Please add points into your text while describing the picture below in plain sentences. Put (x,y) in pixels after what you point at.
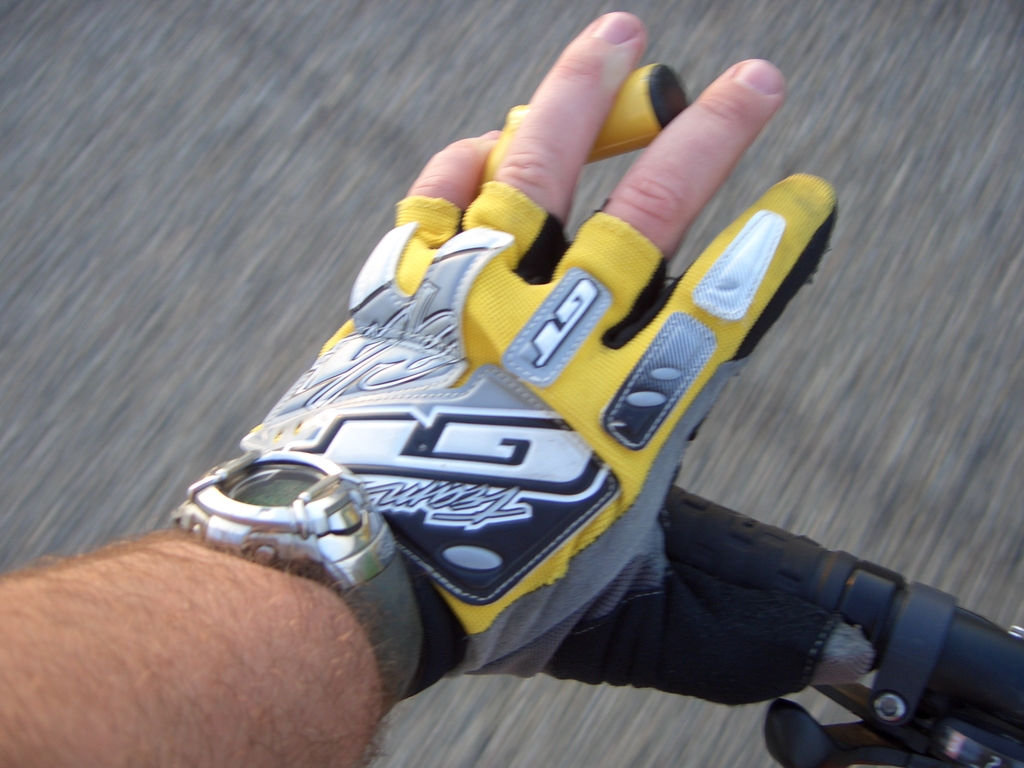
In this picture I can see a person's hand (637,177) in front (532,500) and this person (358,695) is holding the handle (960,651) and I see a watch (299,485) on the hand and I see that the person (237,548) is wearing a glove (429,297).
